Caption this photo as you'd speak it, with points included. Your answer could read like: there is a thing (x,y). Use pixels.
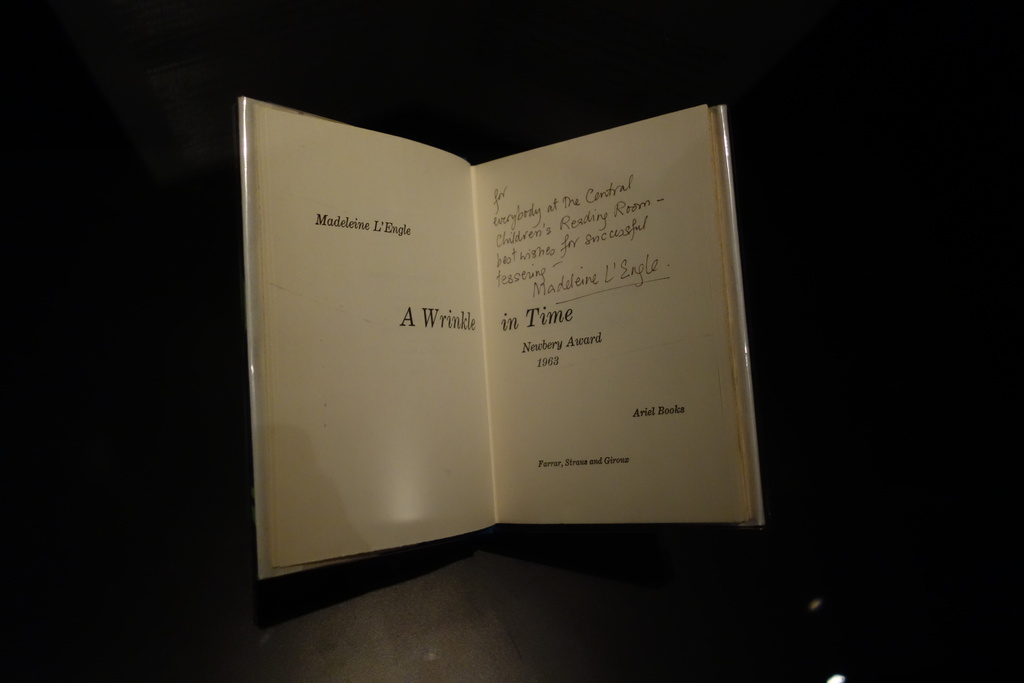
In this image, we can see open book (486,325). Here we can see some text (573,465). Background (1008,222) it is dark.
